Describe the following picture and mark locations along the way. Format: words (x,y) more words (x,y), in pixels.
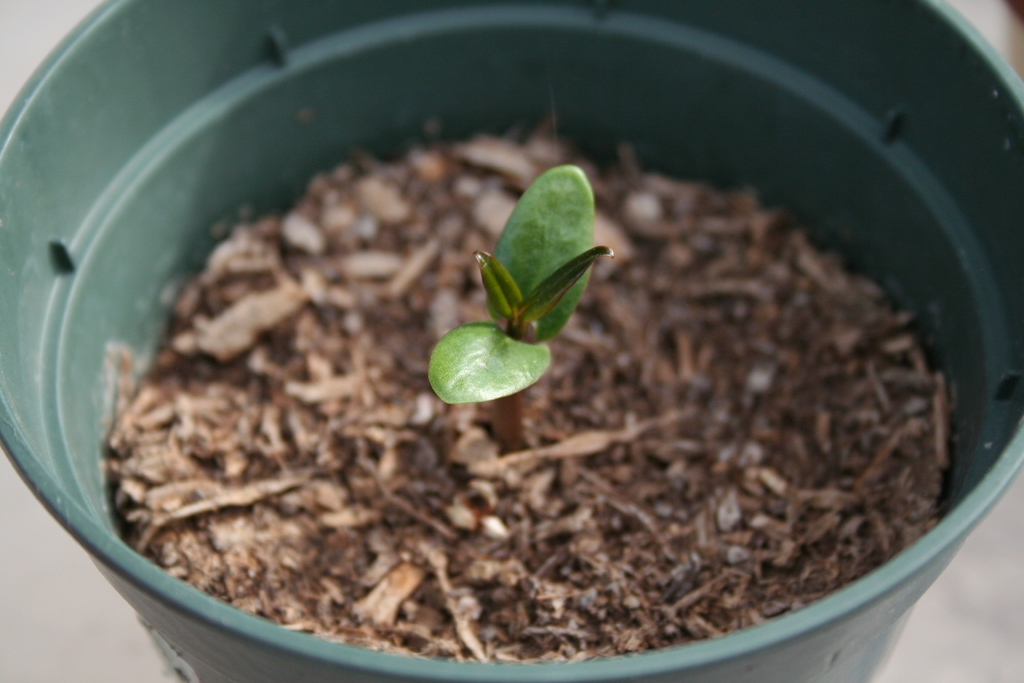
In this image there is a bucket (676,8) on the floor (41,615). In the bucket (119,539) there are dried sticks (253,307) and mud (630,409). There is a sapling (503,350) on the mud (479,423).
